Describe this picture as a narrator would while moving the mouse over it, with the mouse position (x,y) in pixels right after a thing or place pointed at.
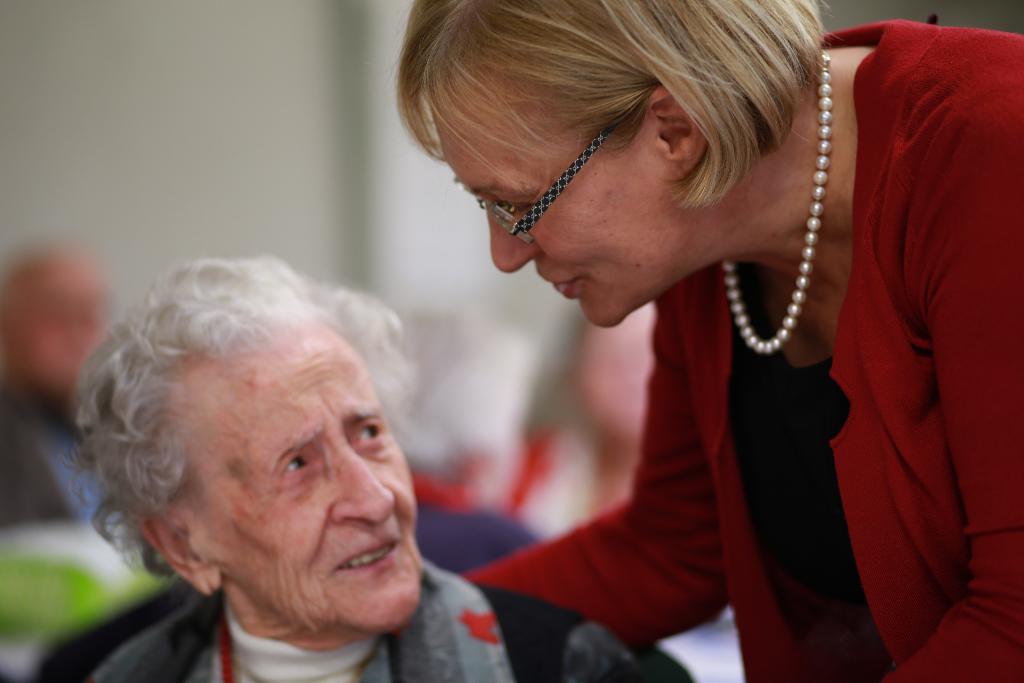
In this picture we can see two persons (708,574) and in the background (599,476) we can see people (614,466), wall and it is blurry.
